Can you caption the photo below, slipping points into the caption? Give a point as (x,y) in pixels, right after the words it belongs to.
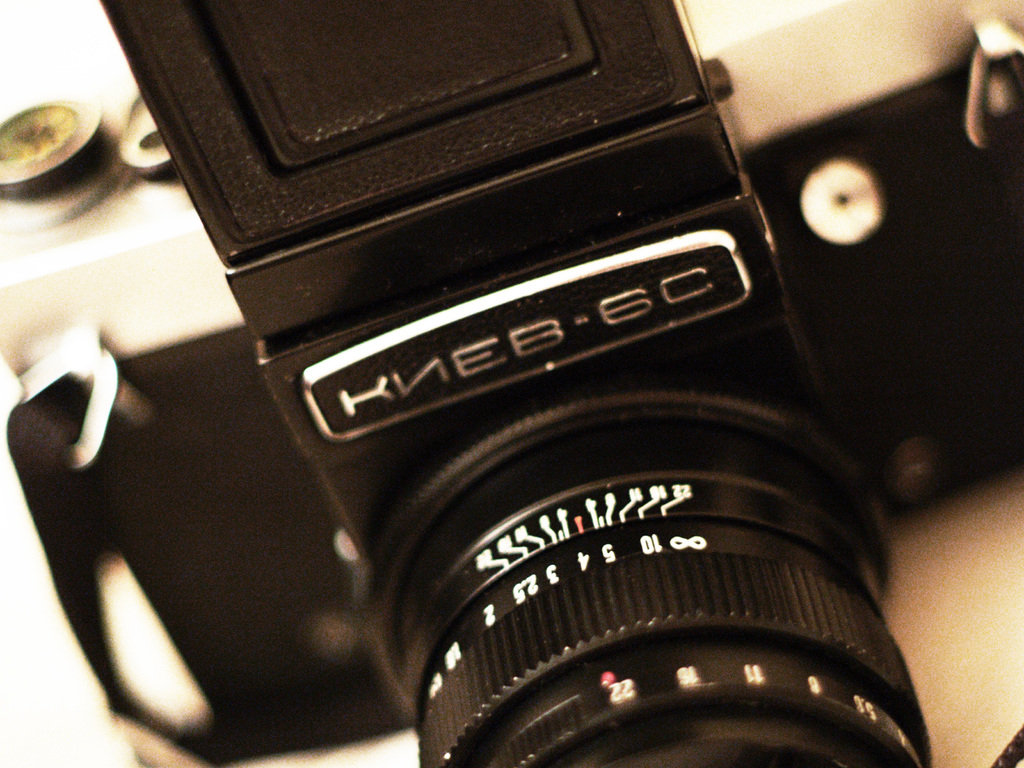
In this picture there is a camera (461,571) in the center of the image (511,440).
